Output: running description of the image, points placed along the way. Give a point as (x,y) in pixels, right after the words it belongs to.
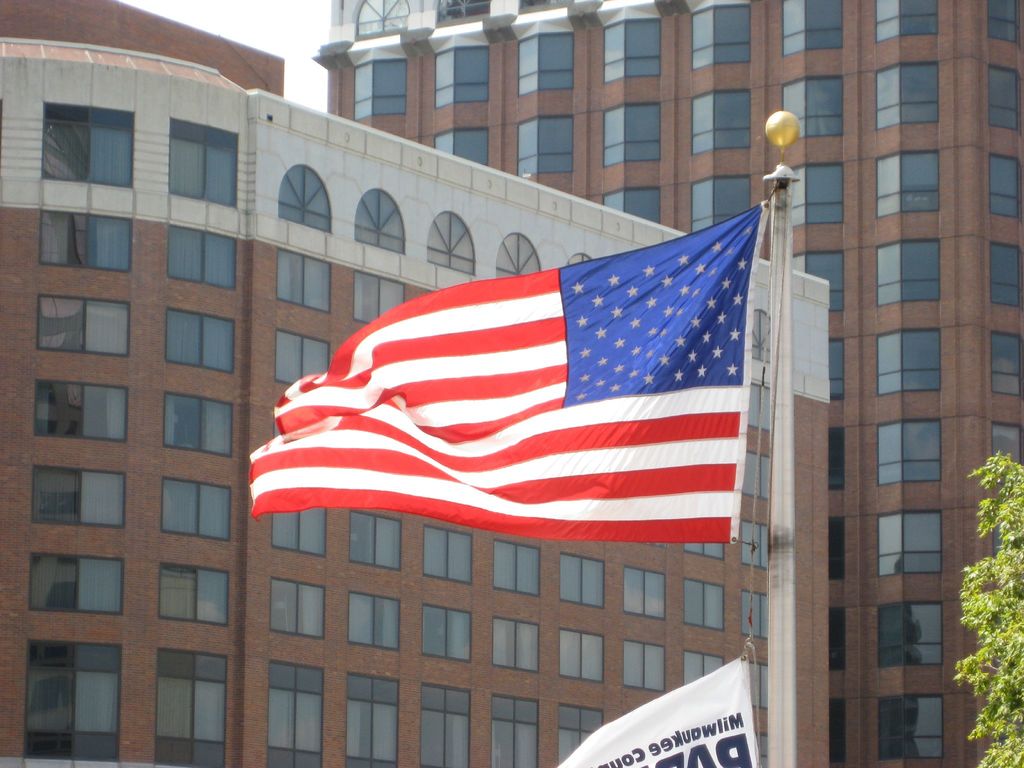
In this image in the front (680,532) there are flags (694,521). On the right side (994,596) there are leaves (1009,610) and in the background (454,123) there are buildings (587,111).
